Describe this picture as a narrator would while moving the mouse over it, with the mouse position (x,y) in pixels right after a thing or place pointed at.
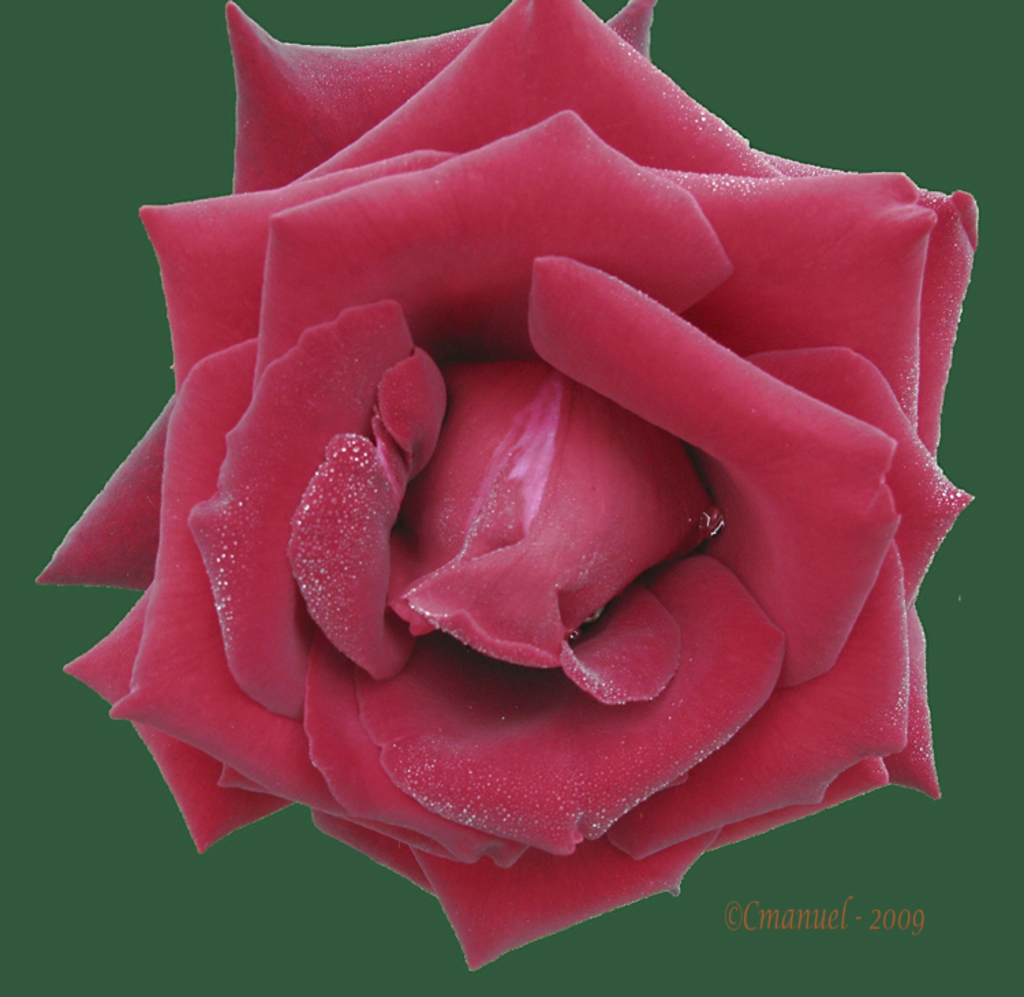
It's a beautiful red rose (509,662), there is a watermark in the down side of an image.
